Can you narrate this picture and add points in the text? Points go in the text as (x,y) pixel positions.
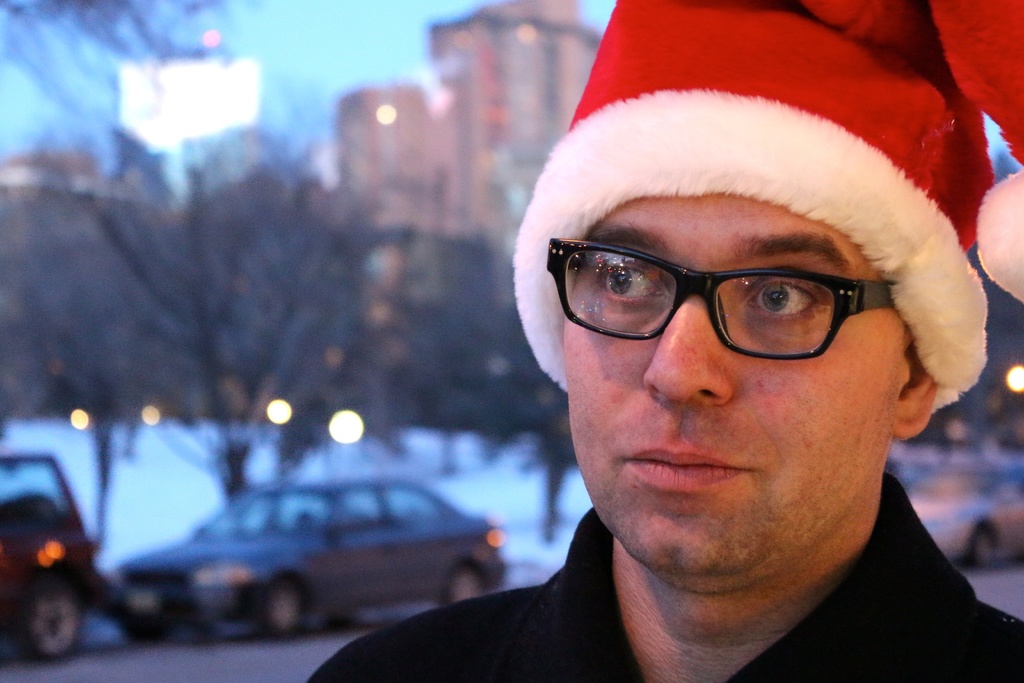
In this image I can see a person (685,357) wearing a cap (751,136) and a blurred background (231,305). I can see some cars (243,507), lights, trees (159,335) and buildings (364,118) in this background (364,118).
